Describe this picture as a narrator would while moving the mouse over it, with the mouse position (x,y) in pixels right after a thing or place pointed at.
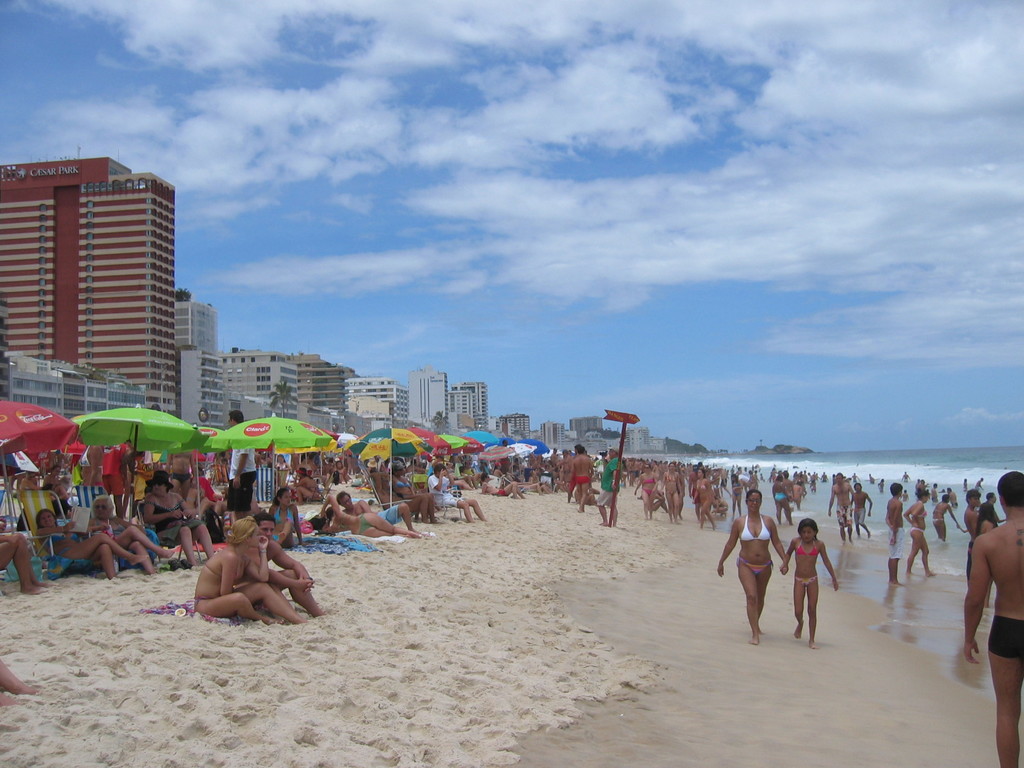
Here we can see people (1000,589), water (941,565), umbrellas (539,451), signboard (632,418), trees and buildings (186,324). Sky (601,161) is cloudy. Few people (510,475) are sitting on chairs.
